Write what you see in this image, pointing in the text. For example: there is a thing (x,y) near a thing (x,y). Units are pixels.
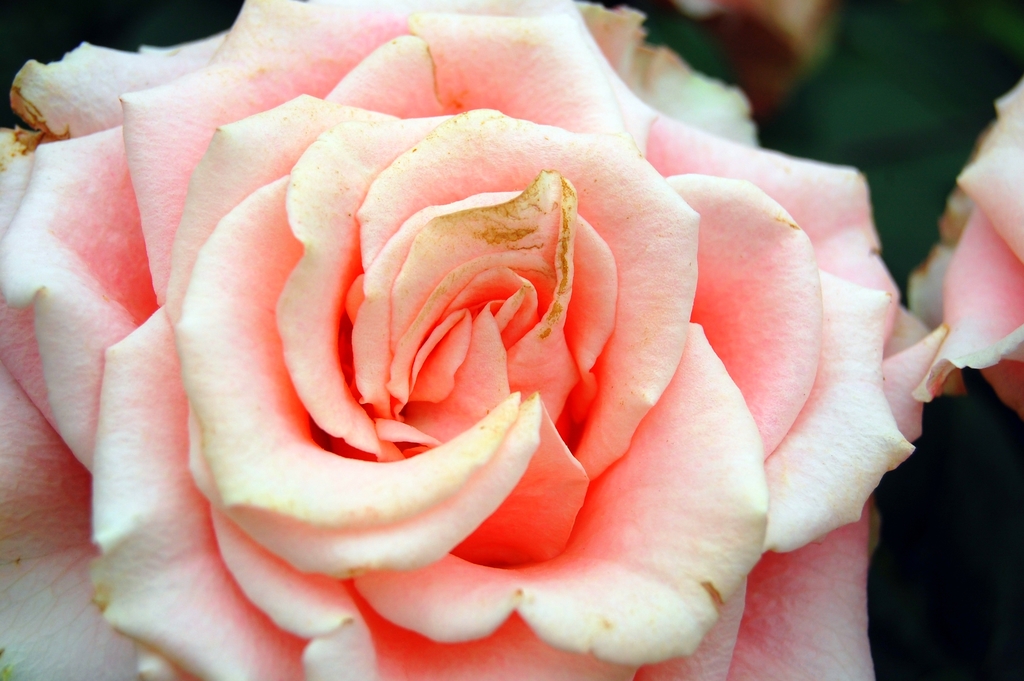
In this image we can see a flower (765,293). There is a blur background (922,88).
